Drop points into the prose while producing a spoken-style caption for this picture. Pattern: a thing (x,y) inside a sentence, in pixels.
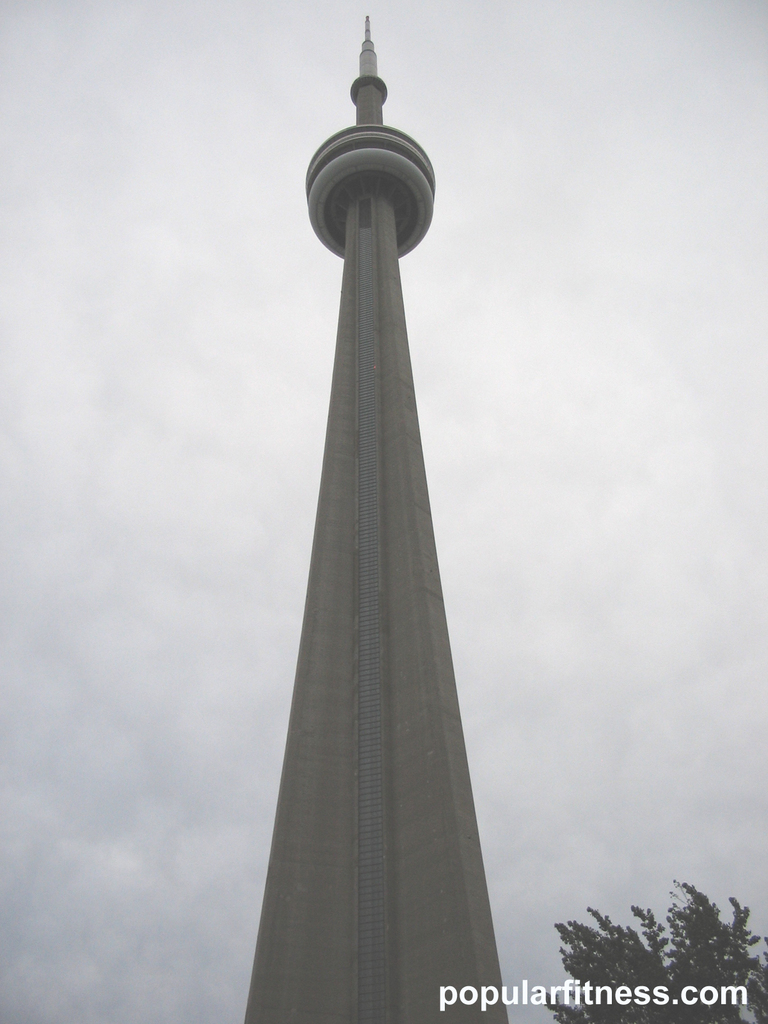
In this image we can see the tower (395,607). And we can see the trees (700,952) and clouds (525,440) in the sky (509,232).
